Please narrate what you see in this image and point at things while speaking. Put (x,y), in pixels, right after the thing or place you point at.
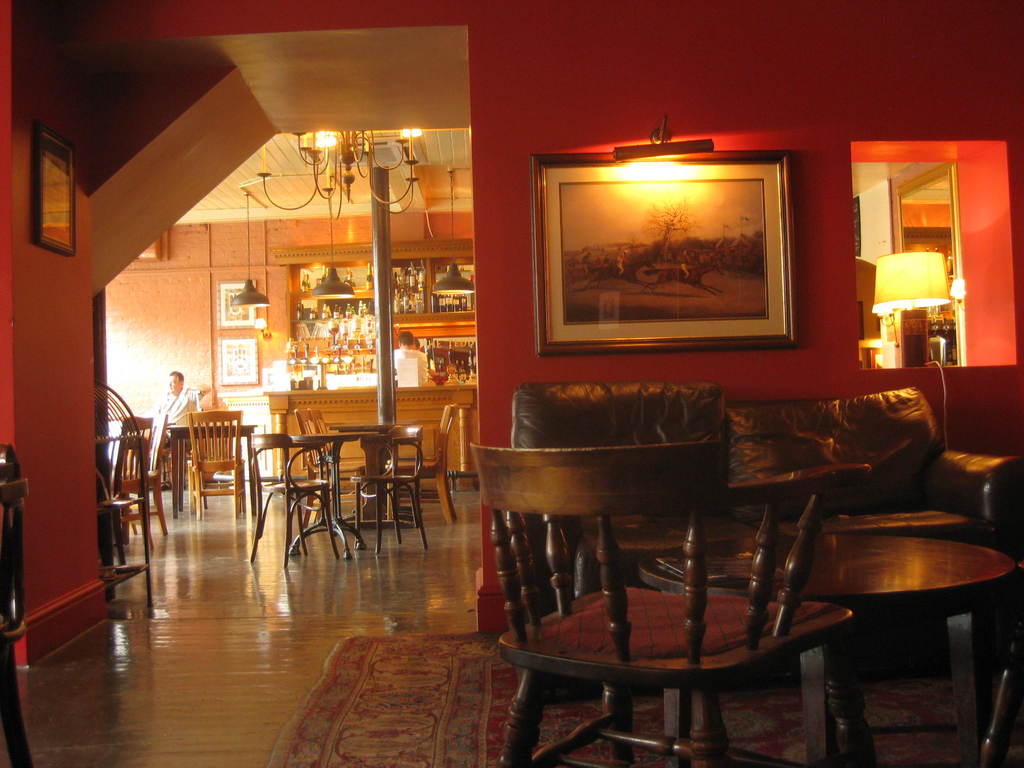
In this image there are chairs (553,552) and we can see lights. There are people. We can see tables (981,564). There are frames (70,232) placed on the walls (816,370). We can see bottles (329,337) in the rack (354,355). At the bottom (408,690) we can see a carpet (398,693). On the right (898,345) there is a lamp (916,268) placed on the wall (980,337).
